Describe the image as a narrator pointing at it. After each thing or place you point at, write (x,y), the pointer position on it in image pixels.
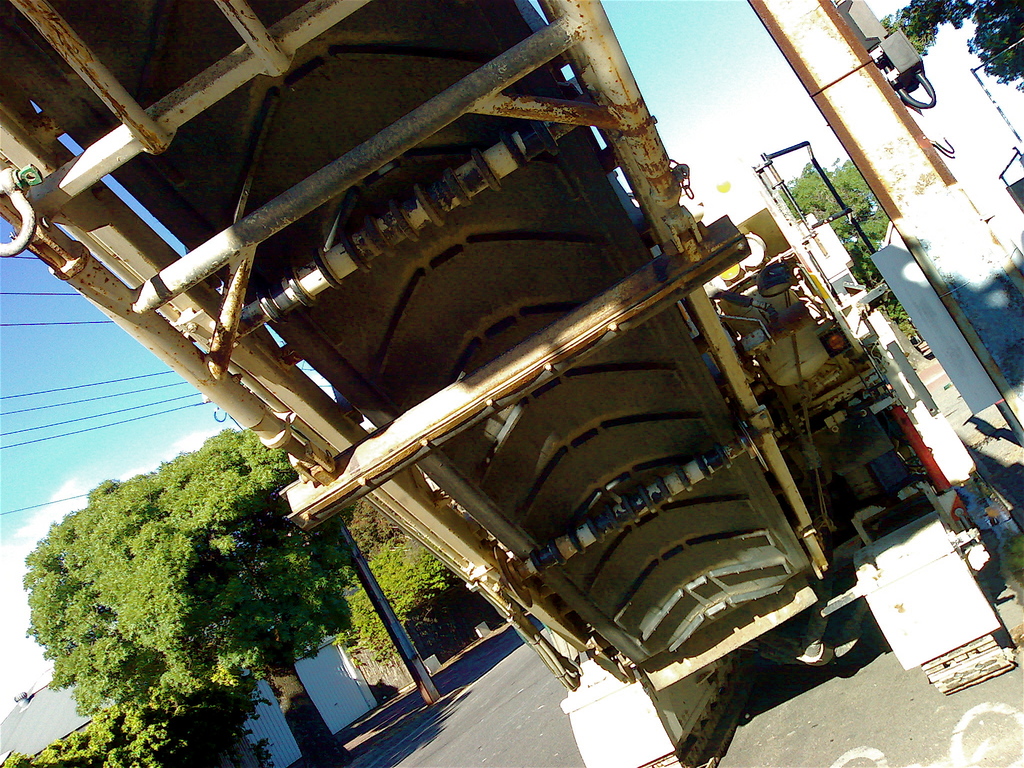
In the picture we can see a underside (325,508) of the conveyor belt (605,450) and besides, we can see a pillar (946,305) and some poles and in the background (213,614), we can see a pole (429,682) on the path (413,710) and a tree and a sky (50,431) with clouds (50,521) and we can also see some wires (32,429).
